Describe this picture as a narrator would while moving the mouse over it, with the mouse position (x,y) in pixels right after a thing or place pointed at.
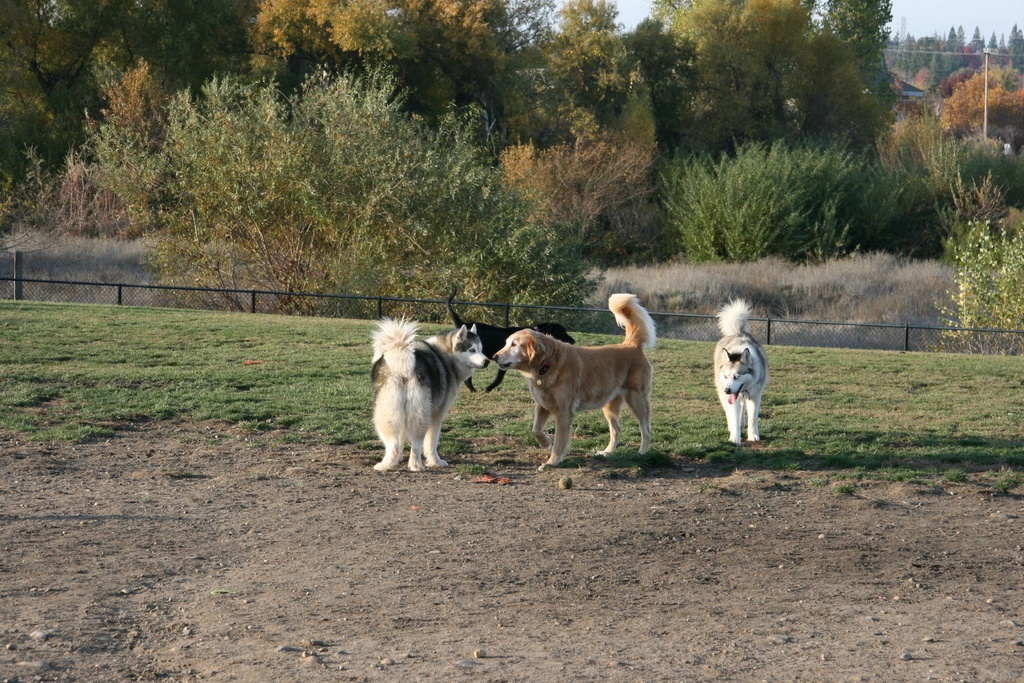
In this picture I can see few dogs (563,342) and I can see trees (622,138) and a house (913,102) and I can see a pole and a cloudy sky (958,13) and I can see grass (248,326) on the ground (711,363).
